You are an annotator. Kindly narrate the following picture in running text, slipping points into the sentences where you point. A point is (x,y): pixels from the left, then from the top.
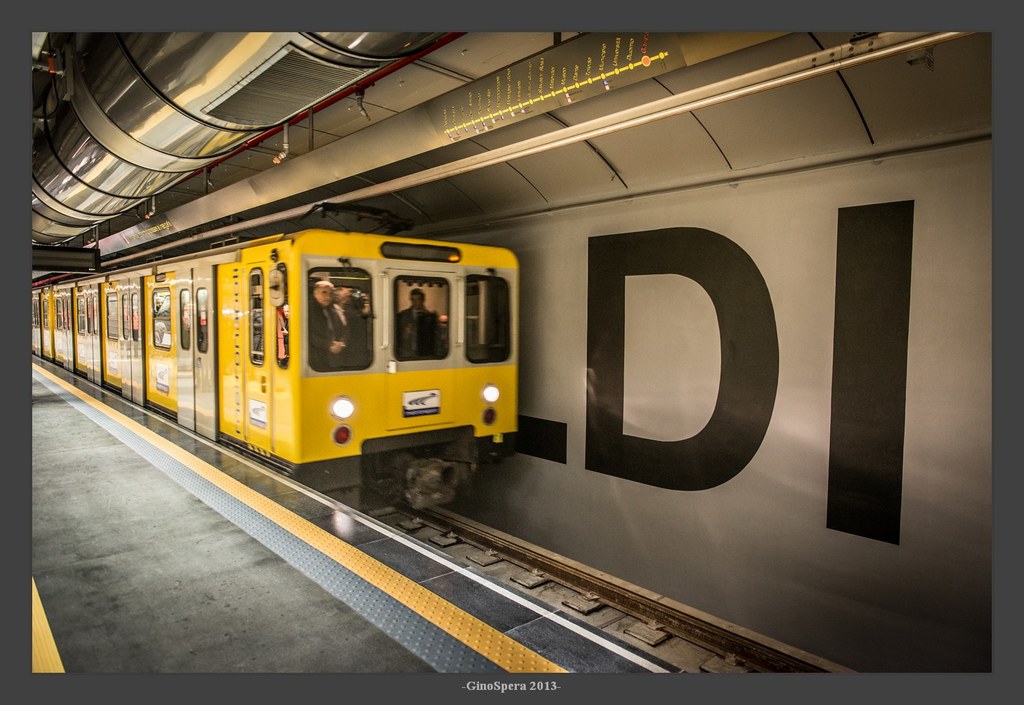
In this image in the center (347,373) there is one train (243,373), at the bottom (274,497) there is a railway track (422,527) and floor (386,574). In the background (537,295) there is a wall (706,355), on the wall (658,356) there is some text (868,405) written. On the top (243,146) there is ceiling (253,165) and some sticks (442,169).
